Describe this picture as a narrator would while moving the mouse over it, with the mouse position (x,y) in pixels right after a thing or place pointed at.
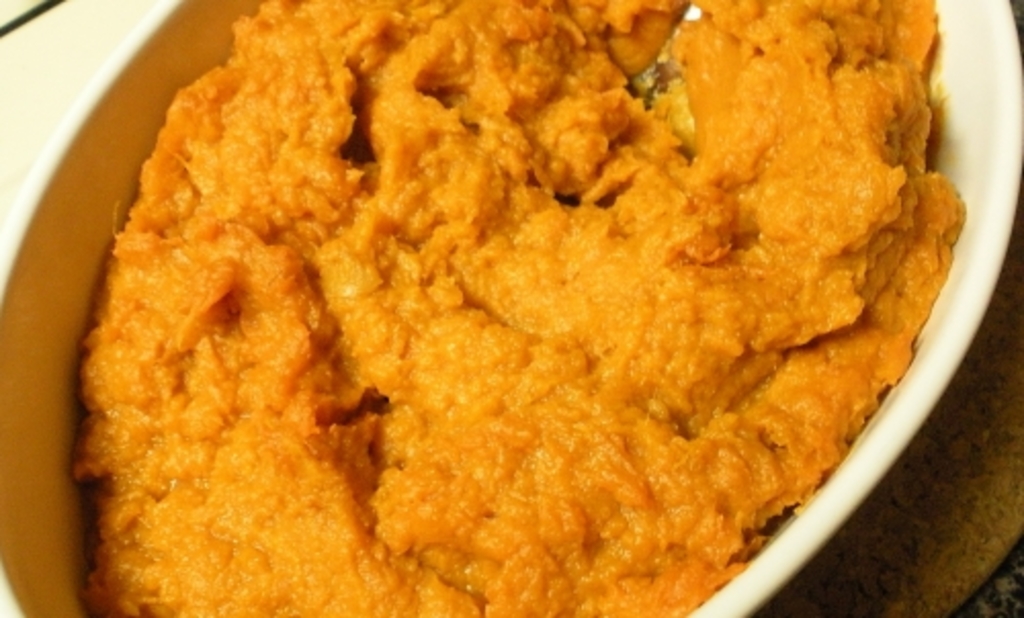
There is an edible (454,286) placed in a white dish (36,507).
